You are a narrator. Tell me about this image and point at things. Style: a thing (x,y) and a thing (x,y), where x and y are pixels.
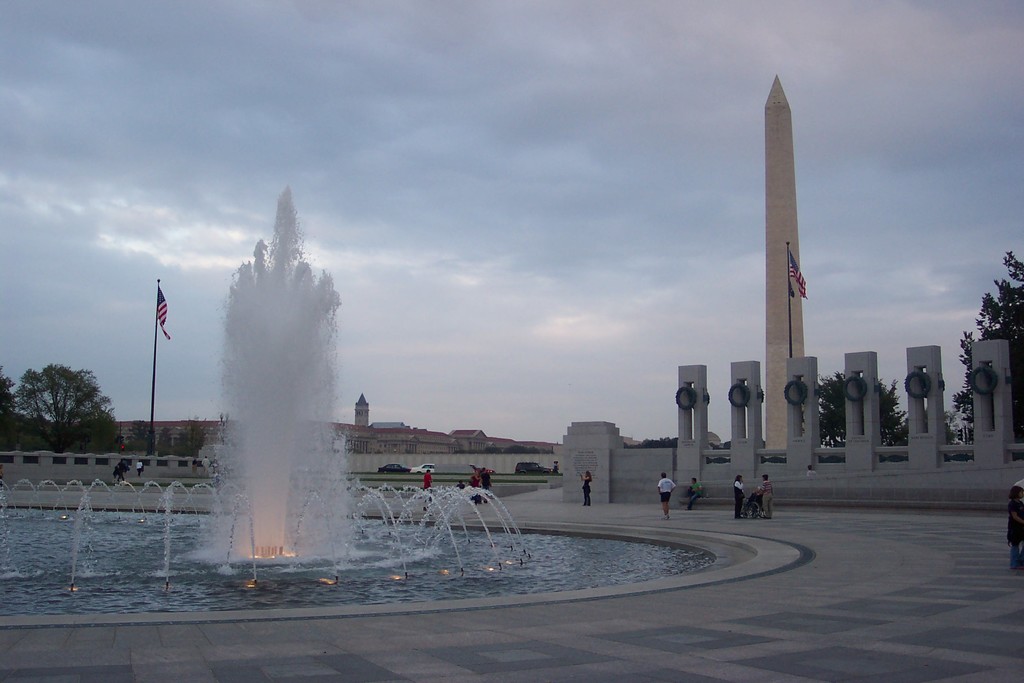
In this image I can see the fountain (229,529) and the water (599,554). To the side of the water (507,554) I can see few people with different color dresses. I can see the vehicles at the back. In the background (512,448) I can see the flags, trees (84,431), tower (787,295), clouds (741,258) and the sky (365,287).
